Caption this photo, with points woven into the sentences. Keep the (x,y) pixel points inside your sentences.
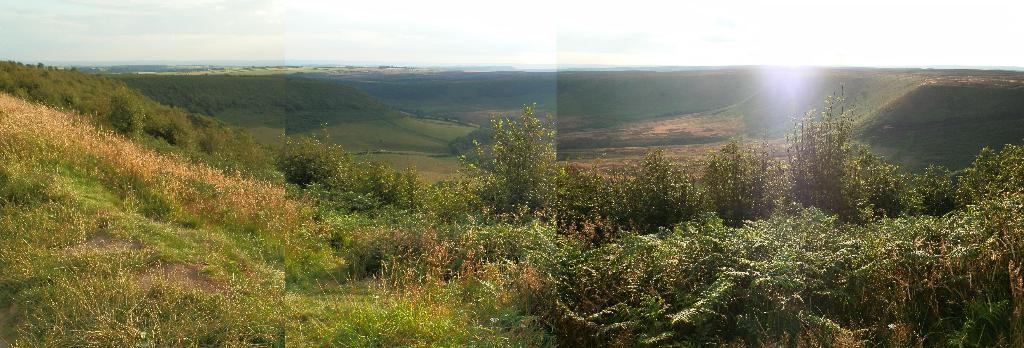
In this image I can see few trees (634,206) in green color. I can see the green grass (268,263) and dry grass (218,193). The sky (185,59) is in white color.
